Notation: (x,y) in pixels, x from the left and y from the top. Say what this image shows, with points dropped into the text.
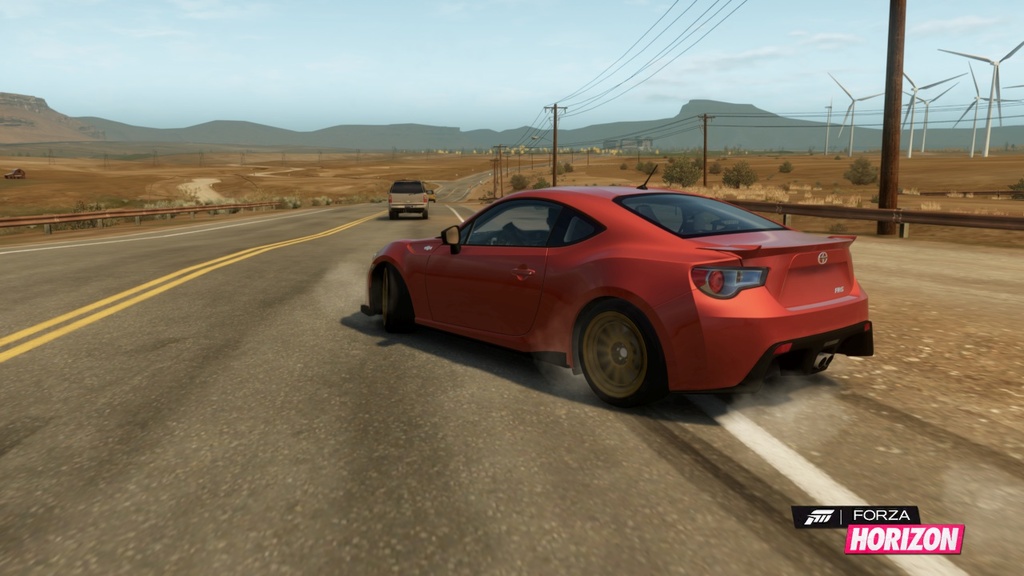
In this image there are cars (514,285) on the road (304,327). At the right side (893,142) there are current poles (883,159) and we can see windmills (912,129) on the right of the image (855,101). At the background (247,133) there are mountains (674,126), trees (680,172) and at the top (348,37) there is sky (410,28).
